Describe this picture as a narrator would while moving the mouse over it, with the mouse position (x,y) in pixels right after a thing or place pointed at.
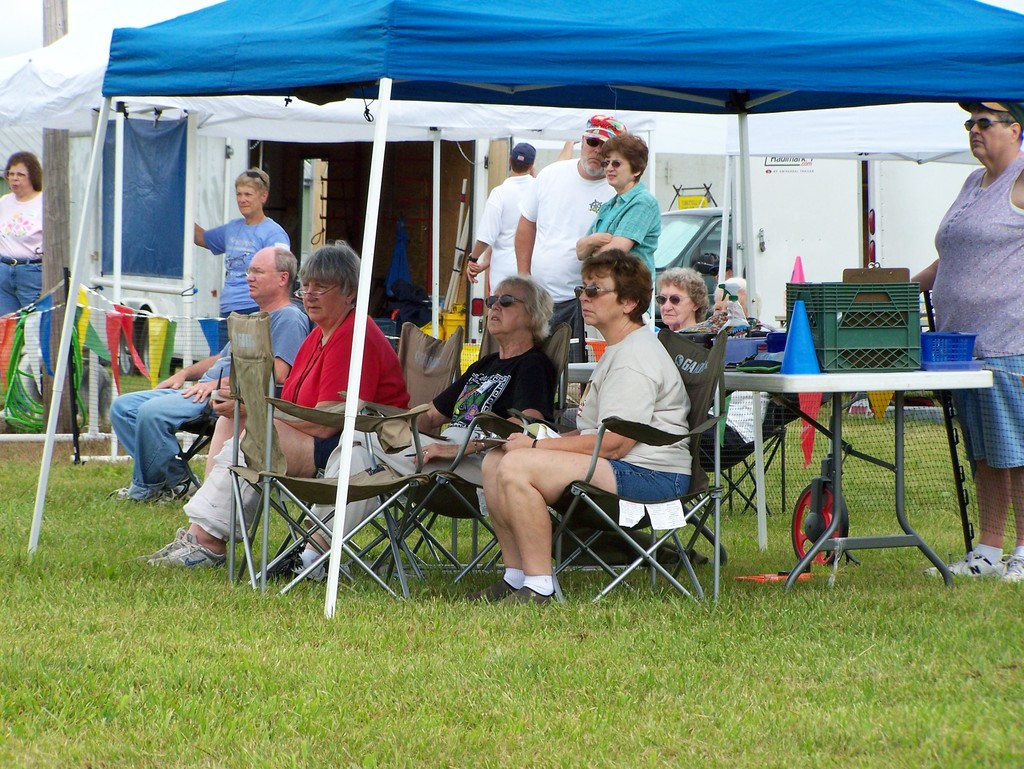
There are some people (325,346) sitting and some are standing. There are tents (496,126). On the front (493,605) there are grasses (872,649). There is a table (773,388) and chairs (261,434). Some people (388,454) are wearing goggles (514,300). Also there are some decorative items (97,333) on the left sides. On the table (885,373) there are baskets (870,350) and cone (794,344). In the back (767,309) there is a vehicle (778,293).
